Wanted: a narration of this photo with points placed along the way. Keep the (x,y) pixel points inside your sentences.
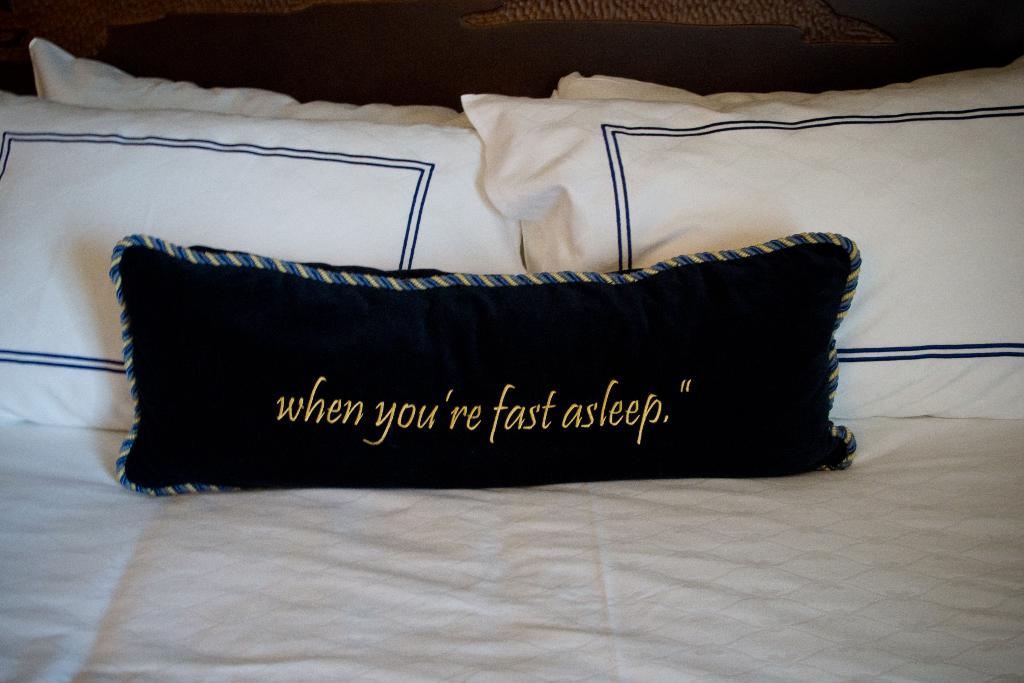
There is a white bed (346,600) which has four white pillows (531,171) and a black pillow (509,346) which has something written on it.
